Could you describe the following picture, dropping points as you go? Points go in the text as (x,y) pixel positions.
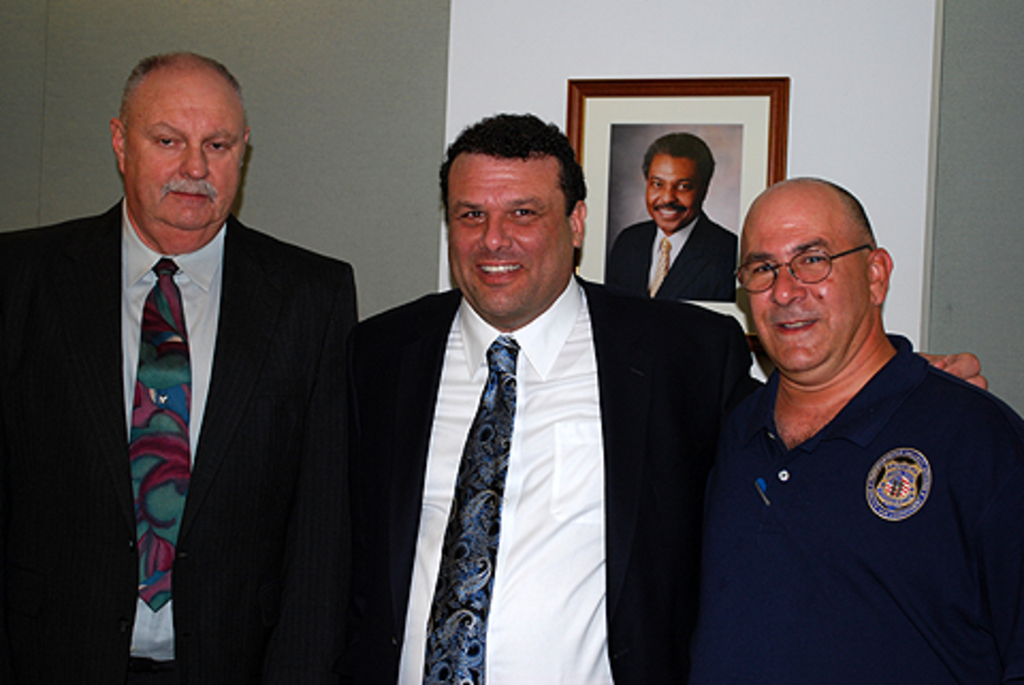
In this image there are three persons (430,500) standing, two of them with a smile on their face (490,310), behind them there is a photo frame (631,204) hanging on the wall (877,208).
